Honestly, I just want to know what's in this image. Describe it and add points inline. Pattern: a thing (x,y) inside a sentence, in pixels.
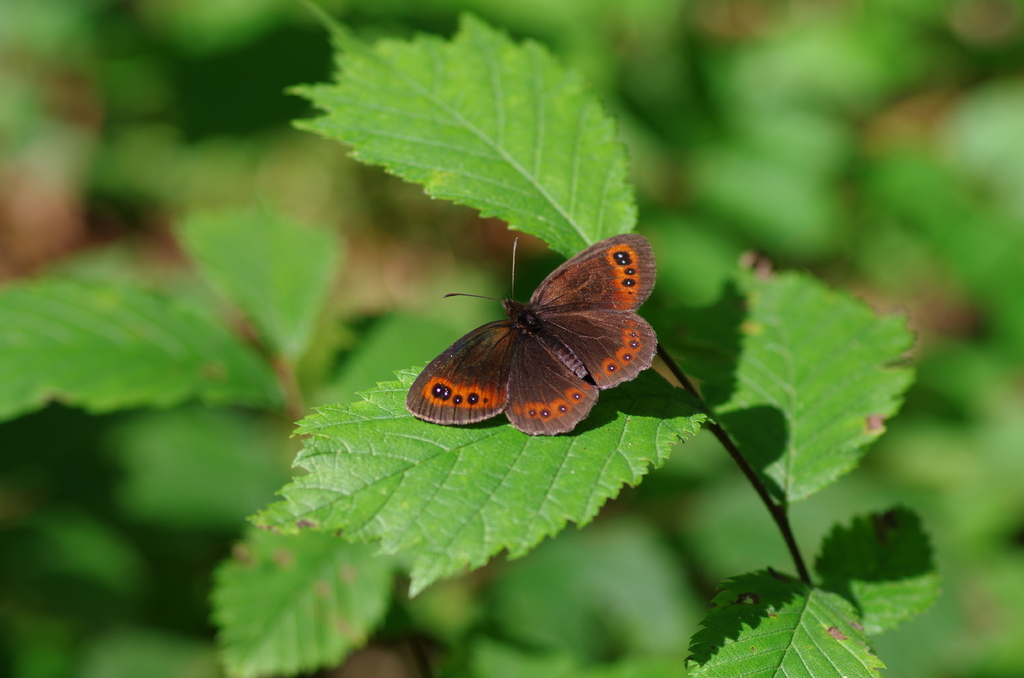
In this image we can see many plants (649,548). A butterfly (566,333) is sitting on the leaf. There is a blur background (848,170) in the image.
